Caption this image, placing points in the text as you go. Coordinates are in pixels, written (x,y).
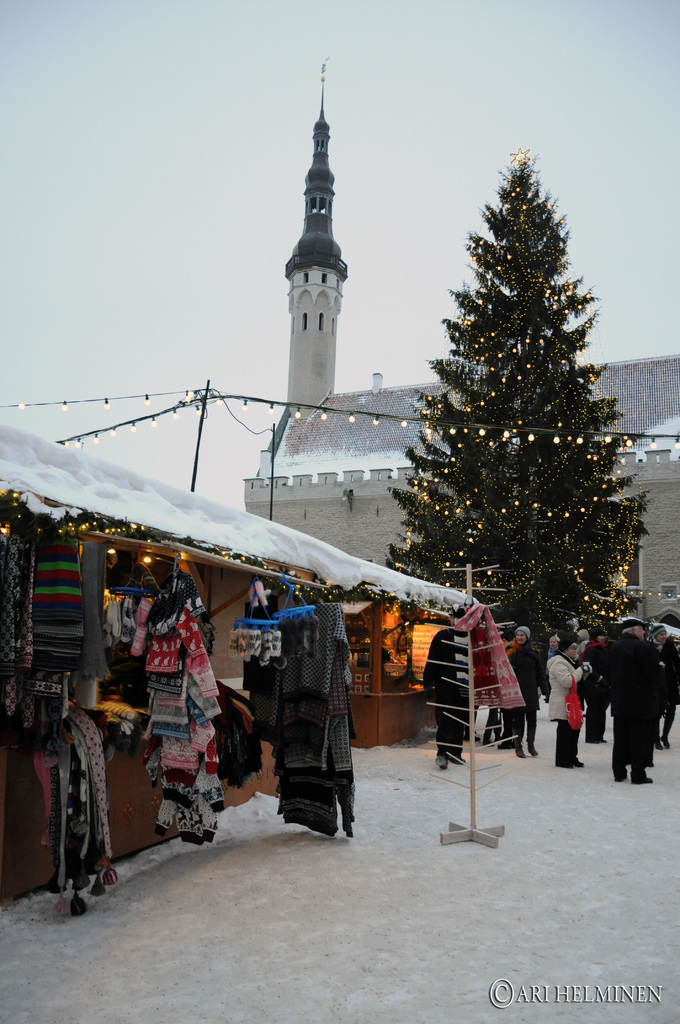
In this picture there are buildings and there is a Christmas tree (488,513) and there are group of people (554,665) standing and there are clothes (71,588) hanging on the rod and there are lights (64,442). At the top (154,80) there is sky (154,80). At the bottom (472,918) there is snow (411,944). At the bottom right (619,985) there is text (597,989).
